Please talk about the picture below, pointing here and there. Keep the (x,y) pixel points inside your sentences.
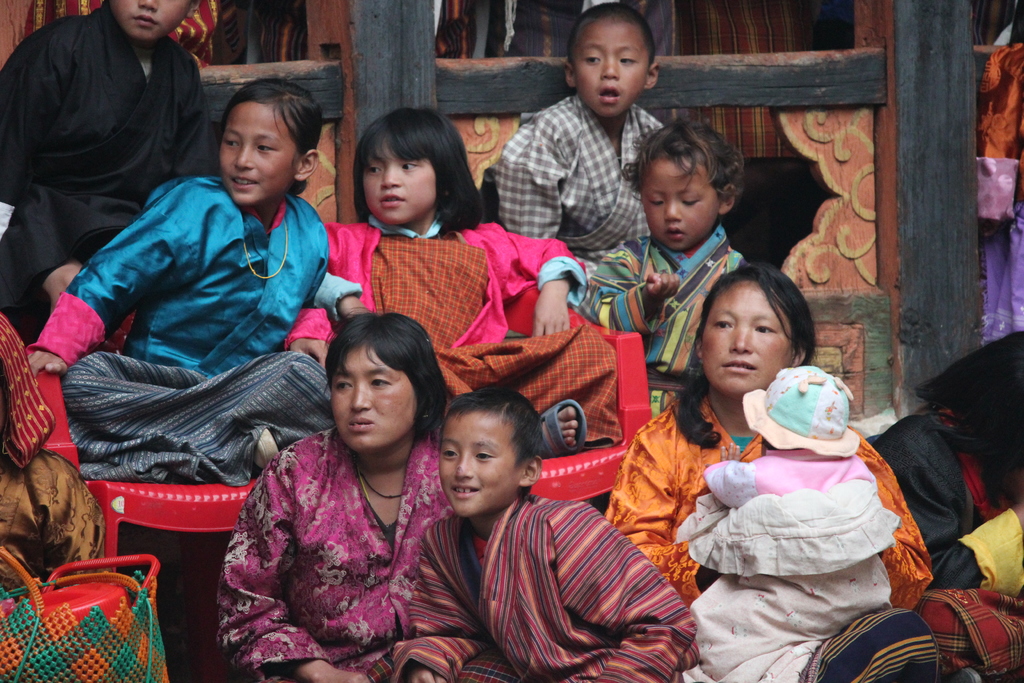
In the center of the image (540,413) we can see people (975,565) sitting and there are babies (792,516). We can see chairs (624,447). In the background (374,97) there is a fence (923,112).
